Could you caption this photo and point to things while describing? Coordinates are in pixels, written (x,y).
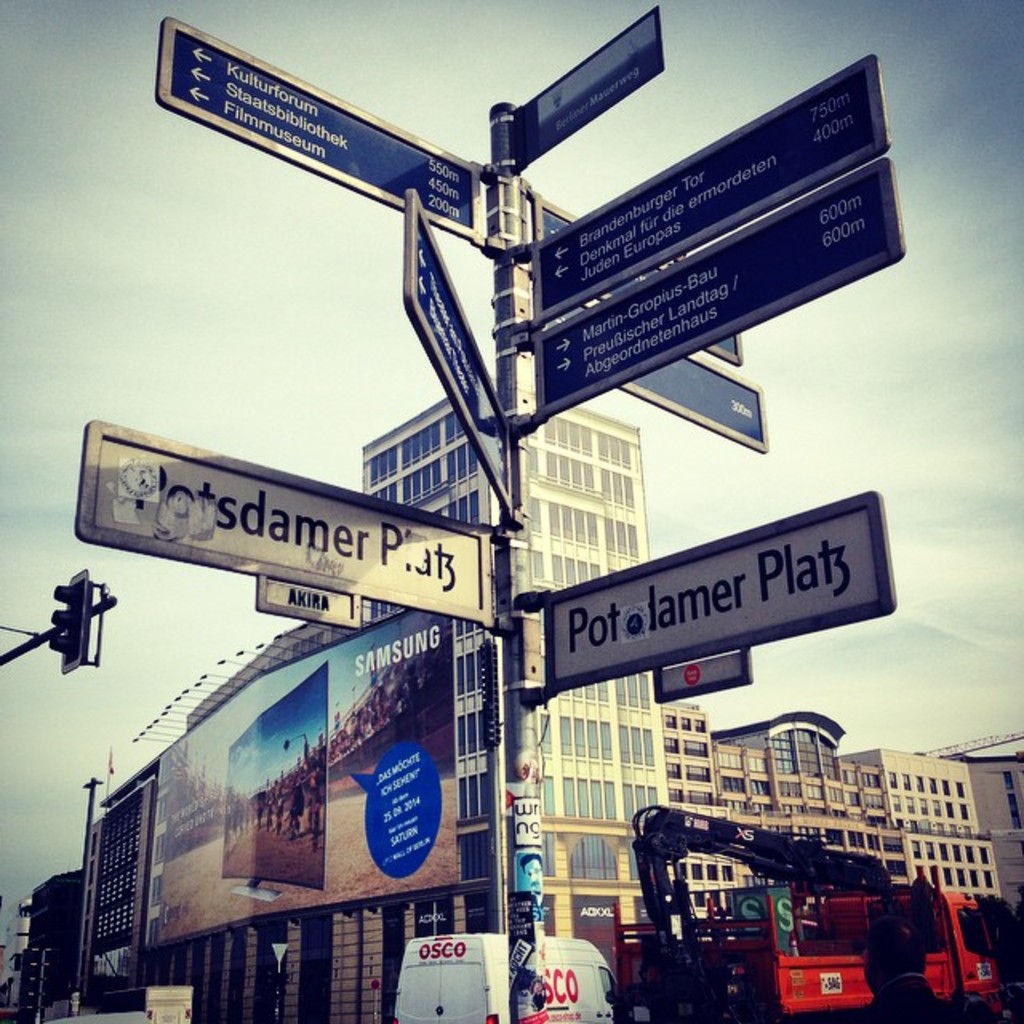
This picture is clicked outside. In the center (487,618) we can see the boards (258,120) attached to the poles (500,118) on which we can see the text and we can see the traffic light (84,651), poles (84,842), vehicles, buildings (960,823), lights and the sky (692,434).
